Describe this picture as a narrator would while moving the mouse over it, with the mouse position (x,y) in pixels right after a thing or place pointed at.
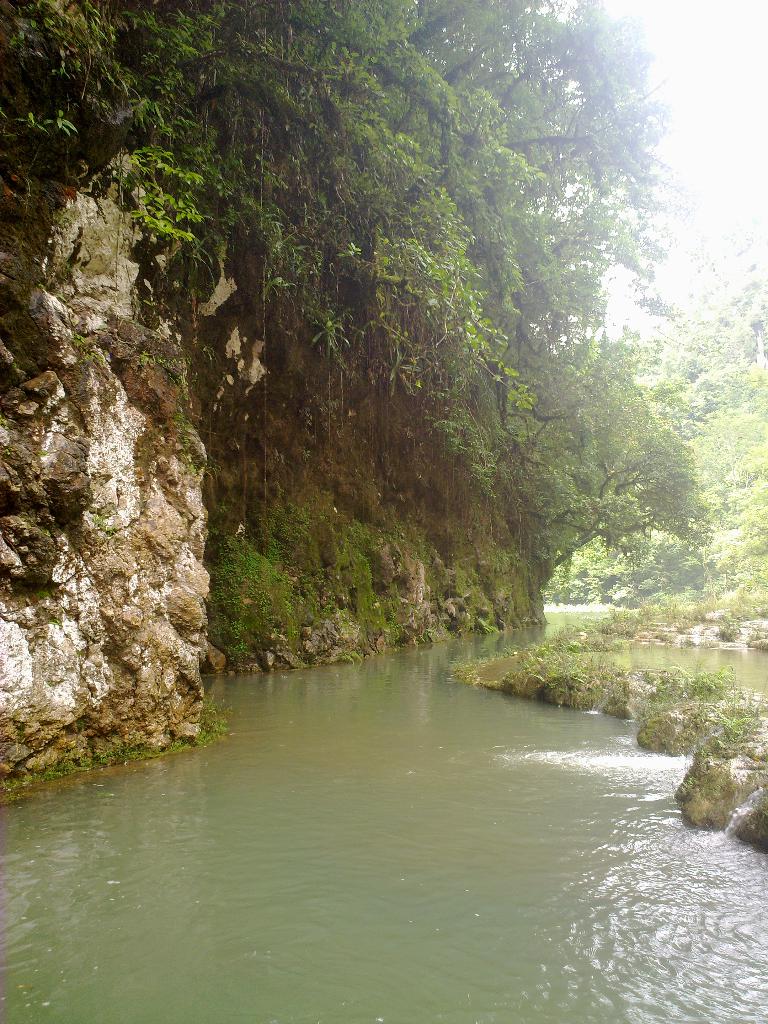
In this image there is a rock (314,381) and we can see trees (740,386). At the bottom (367,966) we can see a lake (467,792).
